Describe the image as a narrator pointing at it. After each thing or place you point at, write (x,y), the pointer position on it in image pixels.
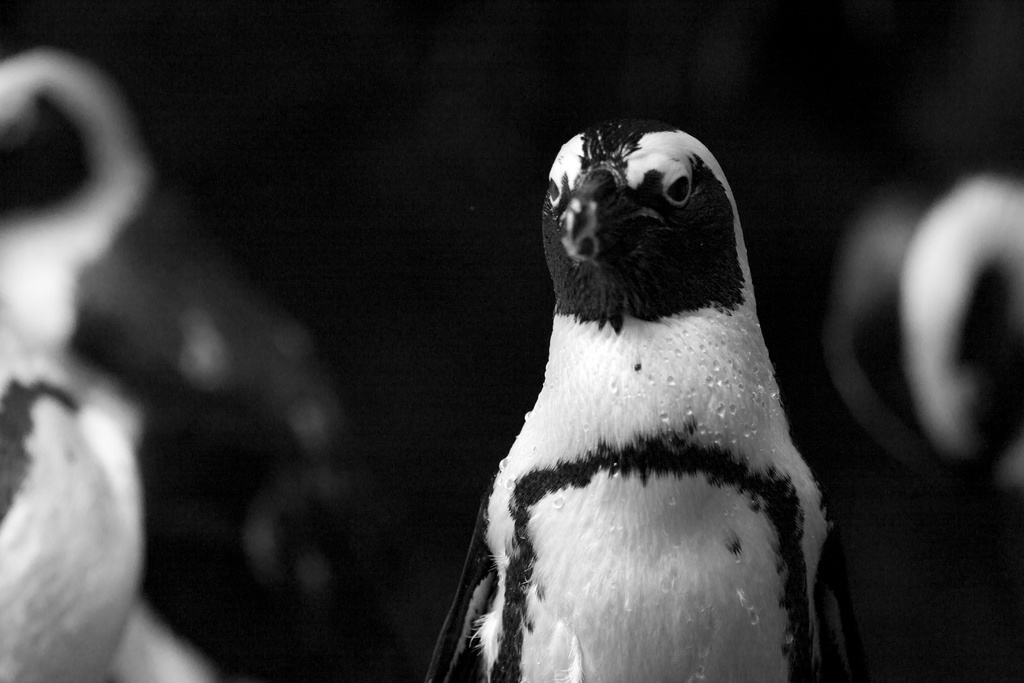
In this image I can see the bird (607,537) and the image is in black and white.
